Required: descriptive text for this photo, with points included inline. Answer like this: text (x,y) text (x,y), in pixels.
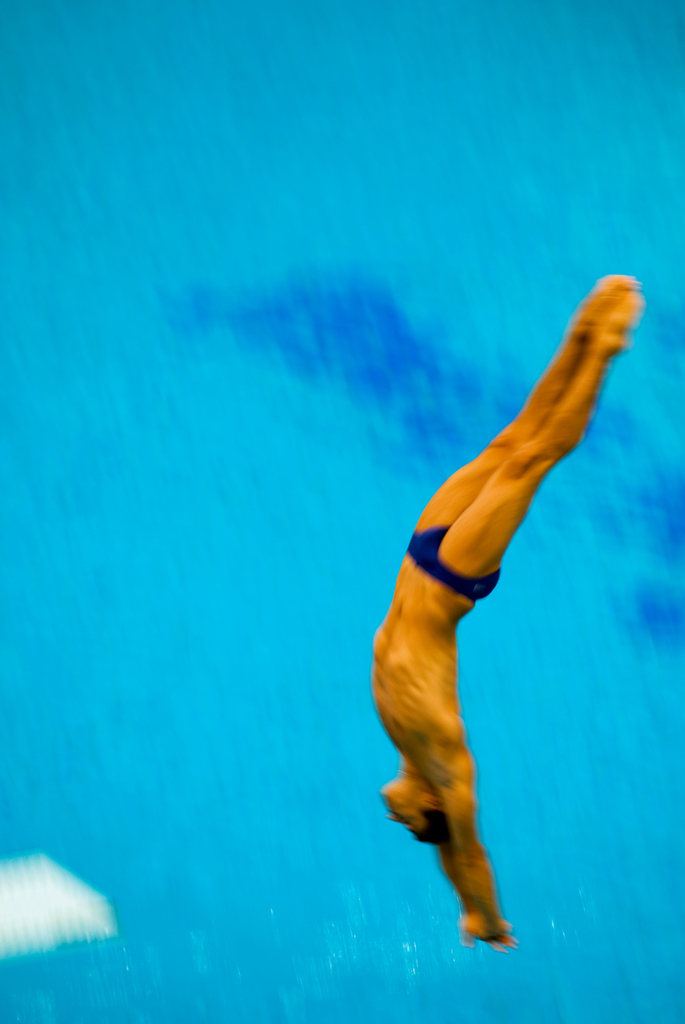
In this picture we can see a man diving into the water (281,529).
